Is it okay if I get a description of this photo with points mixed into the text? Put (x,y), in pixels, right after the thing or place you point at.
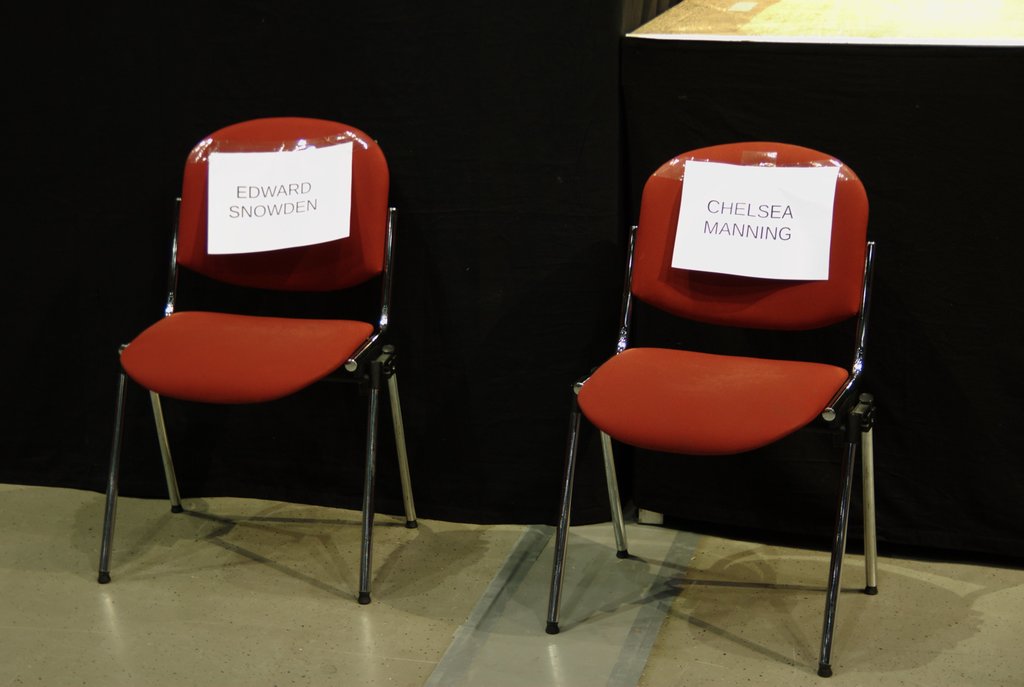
In this image there are two chairs (250,335), there are papers (251,196) on the chairs (748,150), there is text (291,191) on the papers (683,243), there is floor (599,573) towards the bottom of the image (397,651), there is an object (811,40) towards the top of the image (813,40), at the background of the image (519,207) there is a black colored cloth (543,280).
